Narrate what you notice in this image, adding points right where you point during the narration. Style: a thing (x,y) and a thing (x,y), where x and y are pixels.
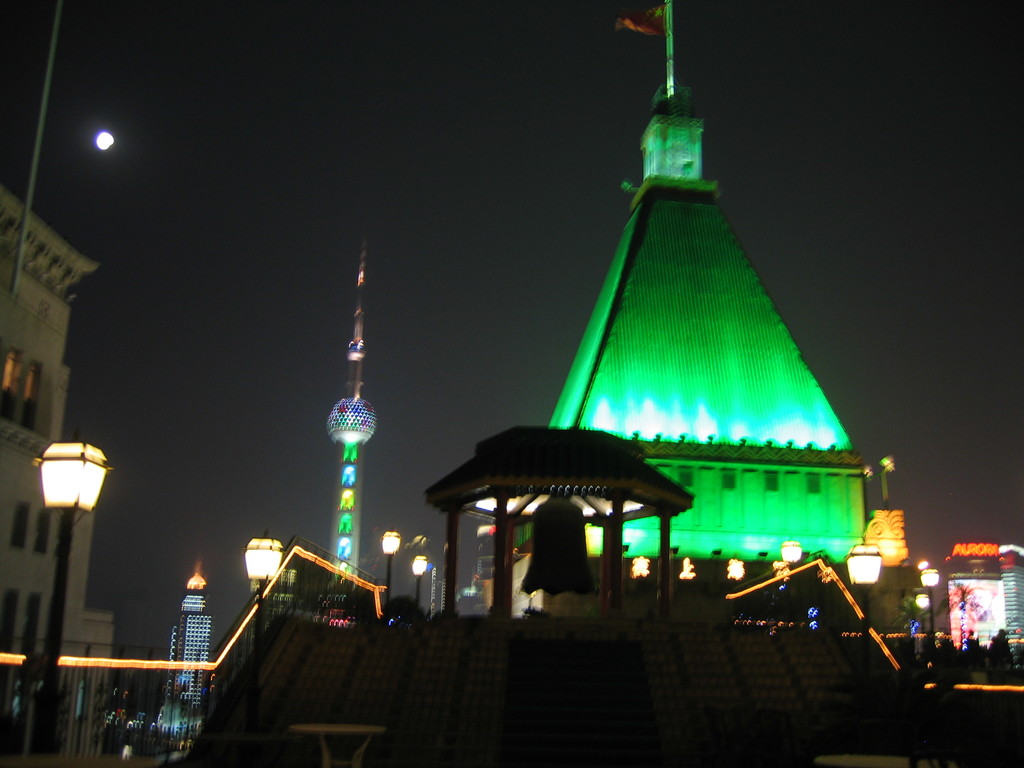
In this image I can see a building (799,533), inside the building (737,298) I can see green color light (699,298), at left (91,499) I can see a light pole (68,514), cream color building (38,297) and the background (335,159) is in black color.
